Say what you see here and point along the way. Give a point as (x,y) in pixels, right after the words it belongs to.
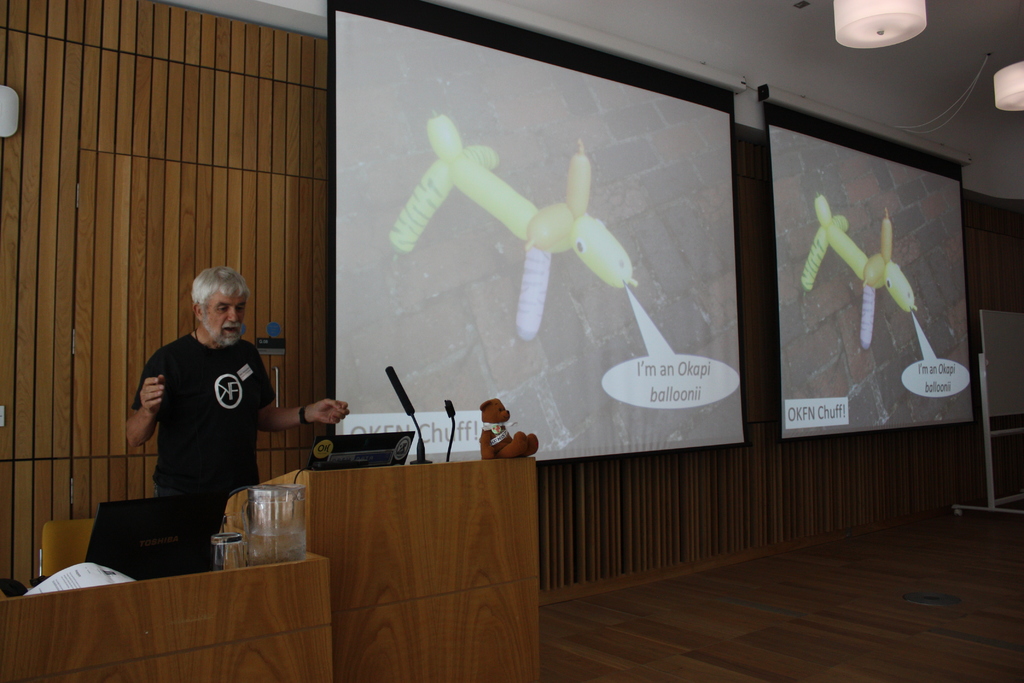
In this image I can see a person (171,409) standing. I can see two podiums (345,616). I can see two projector screens (571,323). I can see laptops (176,530) on the podiums (251,595). At the top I can see the lights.
